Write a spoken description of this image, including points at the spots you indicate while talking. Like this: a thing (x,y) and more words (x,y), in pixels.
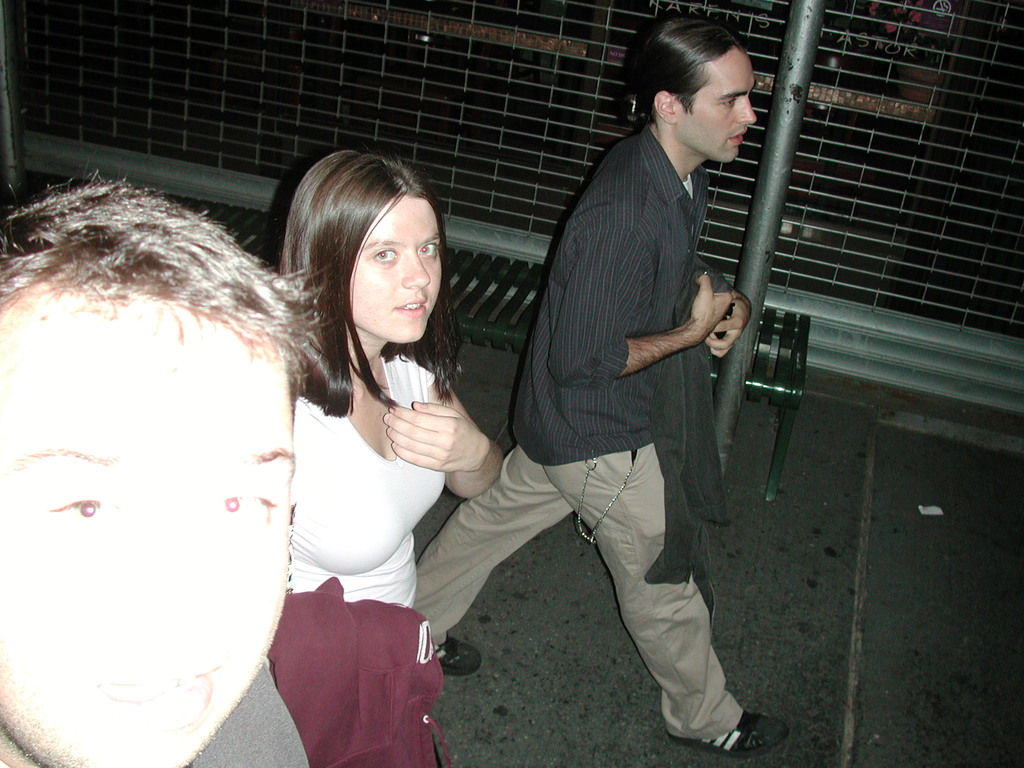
In this image we can see persons (543,326) walking on the road (811,628). In the background (835,166) we can see bench (479,294), pole (773,209) and wall (881,116).
